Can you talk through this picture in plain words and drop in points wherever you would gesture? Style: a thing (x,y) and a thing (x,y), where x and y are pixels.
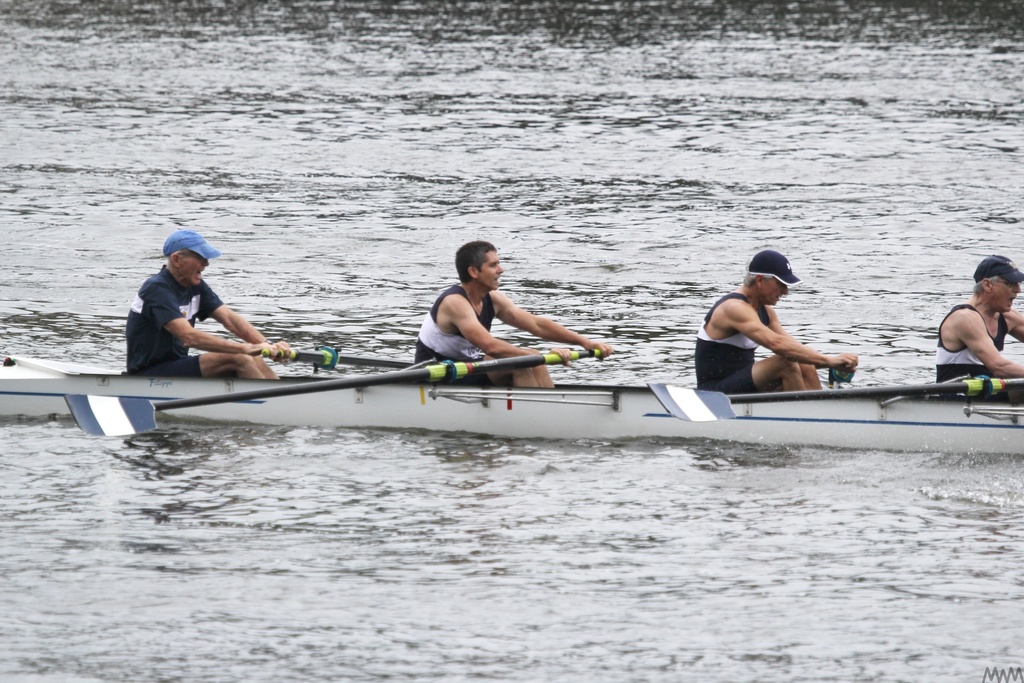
In the picture I can see people (533,351) are sitting on a boat (489,429) and holding objects (546,363) in hands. I can also see oars (381,383) are attached to the boat (575,384). Some of the people (194,284) are wearing caps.
